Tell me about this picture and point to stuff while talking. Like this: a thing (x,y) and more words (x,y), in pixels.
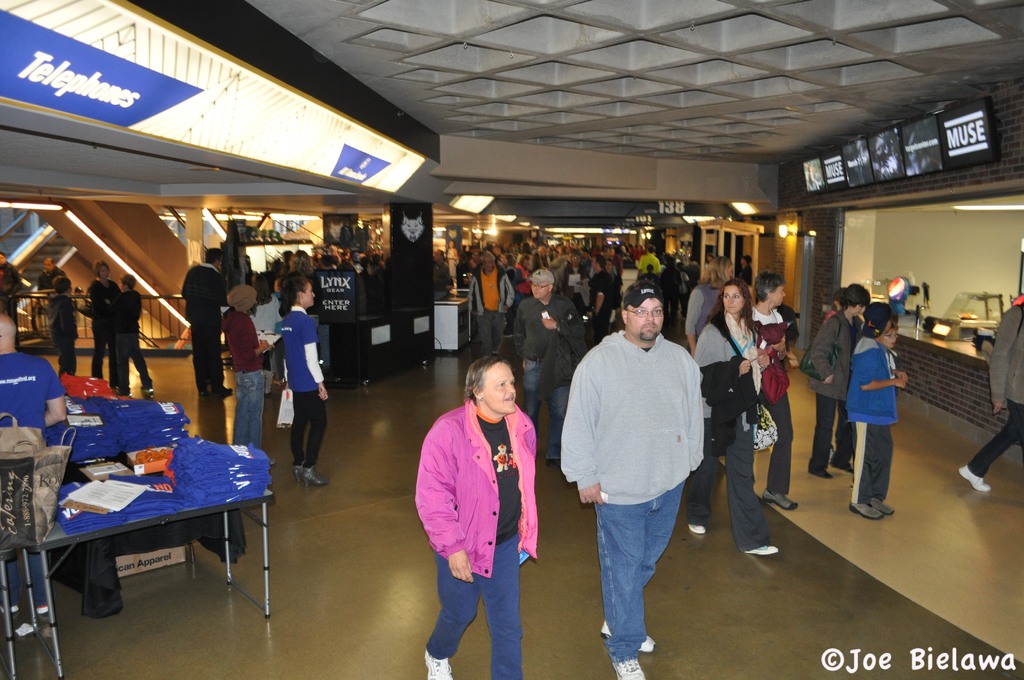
Here we can see group of people (867,319). This is floor (288,647) and there are tables (234,507). On the table (87,536) we can see clothes (147,511), papers (95,491), and bags (20,449). In the background (178,130) we can see lights (14,204), boards (669,212), and screens (963,151).
